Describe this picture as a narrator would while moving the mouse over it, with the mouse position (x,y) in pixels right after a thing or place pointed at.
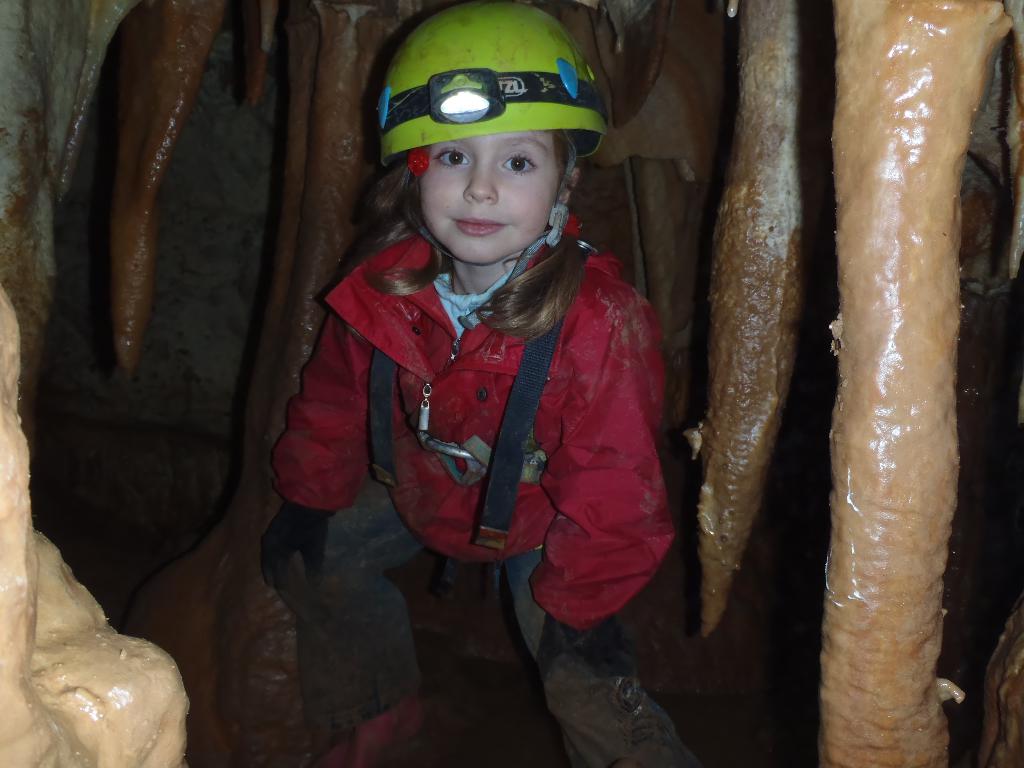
This image is taken in a cave (894,296). In the middle of the image (619,500) there is a girl (535,348) in the cave (712,462). In this image there is a cave (258,188).
